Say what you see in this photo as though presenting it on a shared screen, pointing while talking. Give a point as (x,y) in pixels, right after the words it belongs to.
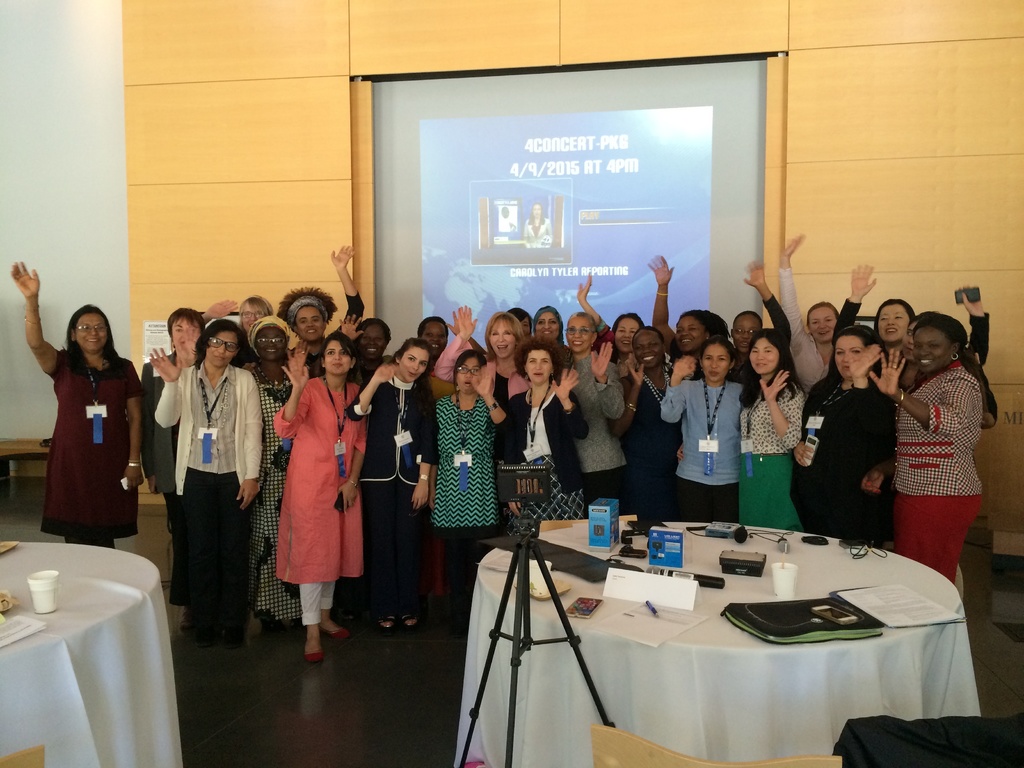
There are some group of people (399,406) standing here and posing for a picture. All of them were women (274,356). In the background (551,179) there is a projector display screen (555,223). In front of them there is a table (613,605) and some accessories (564,547) were placed on it.
